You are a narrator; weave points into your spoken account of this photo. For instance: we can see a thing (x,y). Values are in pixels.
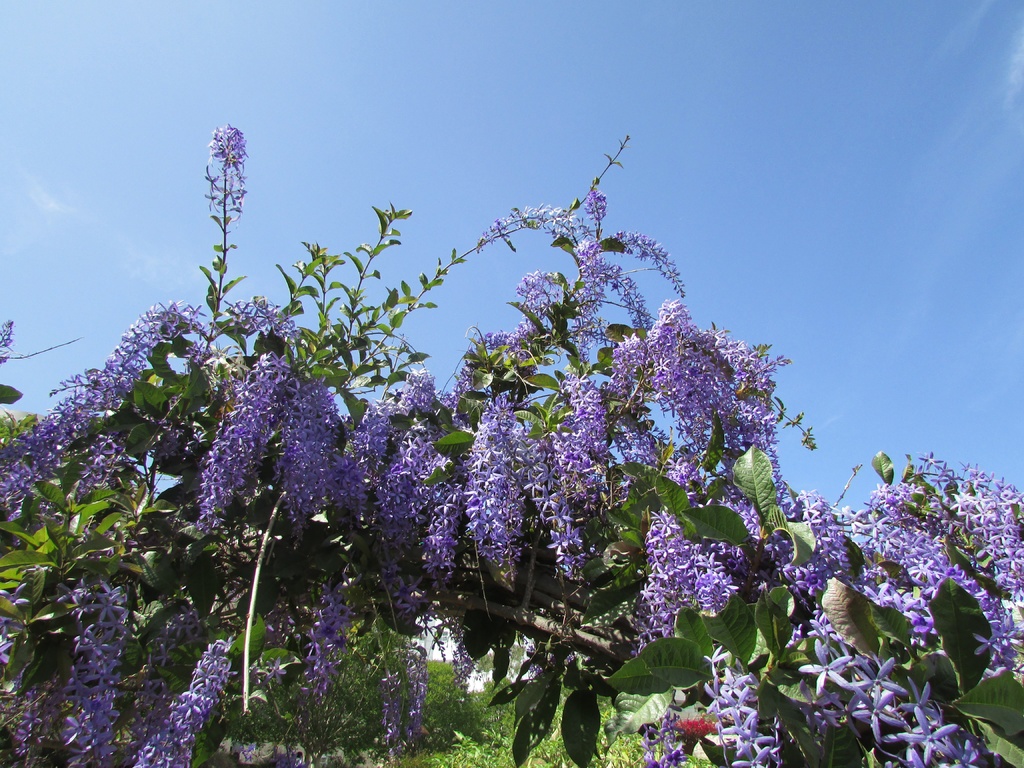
In this image I can see there are flowers (430,525) in brinjal color to this trees (488,548), at the top (524,88) it is the sky (507,85).
